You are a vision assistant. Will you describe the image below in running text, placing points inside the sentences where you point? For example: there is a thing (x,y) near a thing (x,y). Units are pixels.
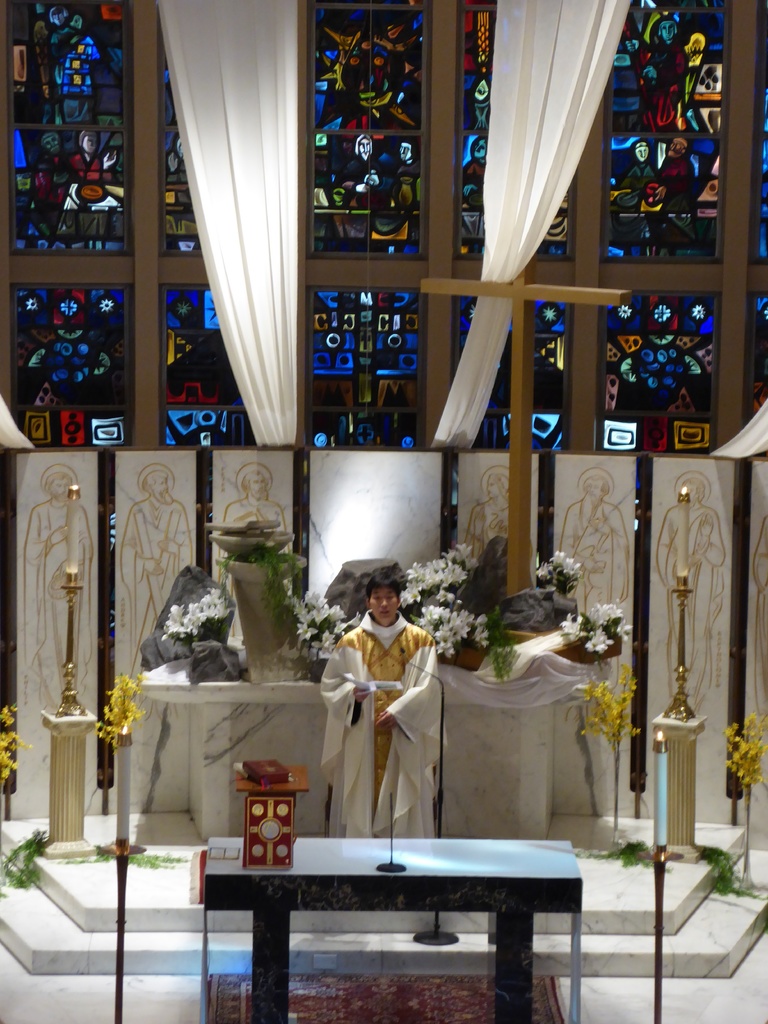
In this image, we can see a person (370,737) is standing and holding a book (384,688). Here we can see table (496,886), few things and objects (392,861) are placed on it. Here there is a floor (141,1023), stairs (145,919), rods (124,919), pillars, candles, plants (5,764). Background (529,361) there are few curtains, holy cross (523,351), glass (314,437).
